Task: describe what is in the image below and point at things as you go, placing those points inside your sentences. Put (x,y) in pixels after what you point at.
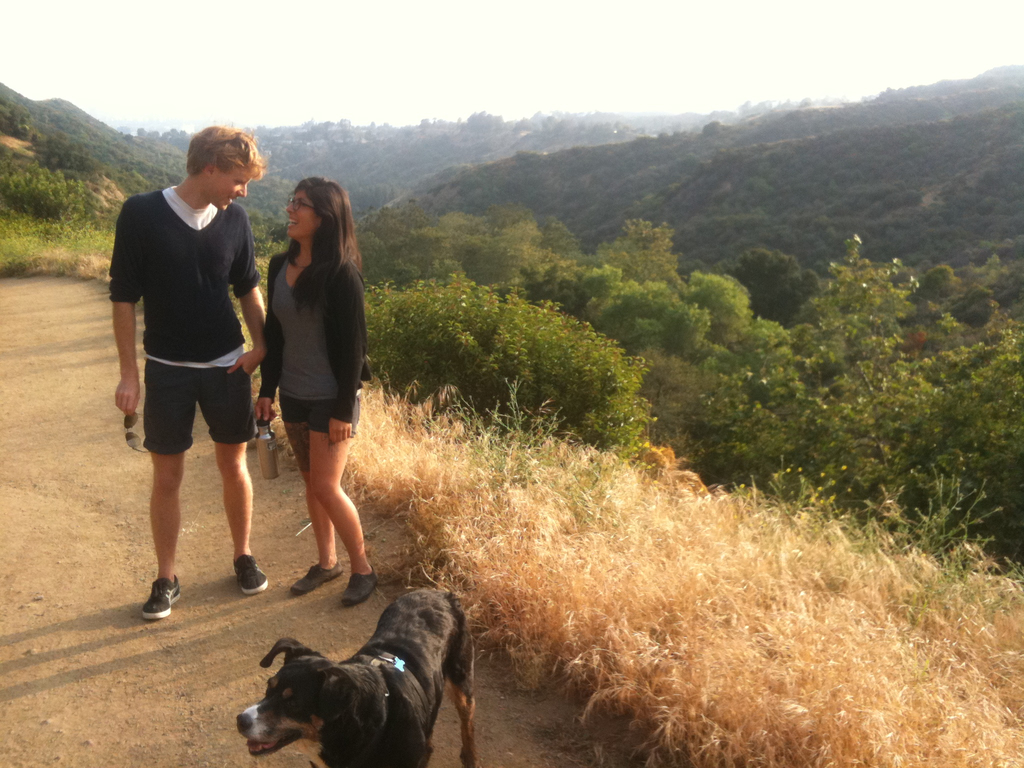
In this image we can see man (217,217), woman (281,374) and a dog (408,624) standing on the ground (326,636). In the background (373,300) there are hills (502,154), trees (652,315), grass (572,468), bushes (569,428) and sky (257,98).
